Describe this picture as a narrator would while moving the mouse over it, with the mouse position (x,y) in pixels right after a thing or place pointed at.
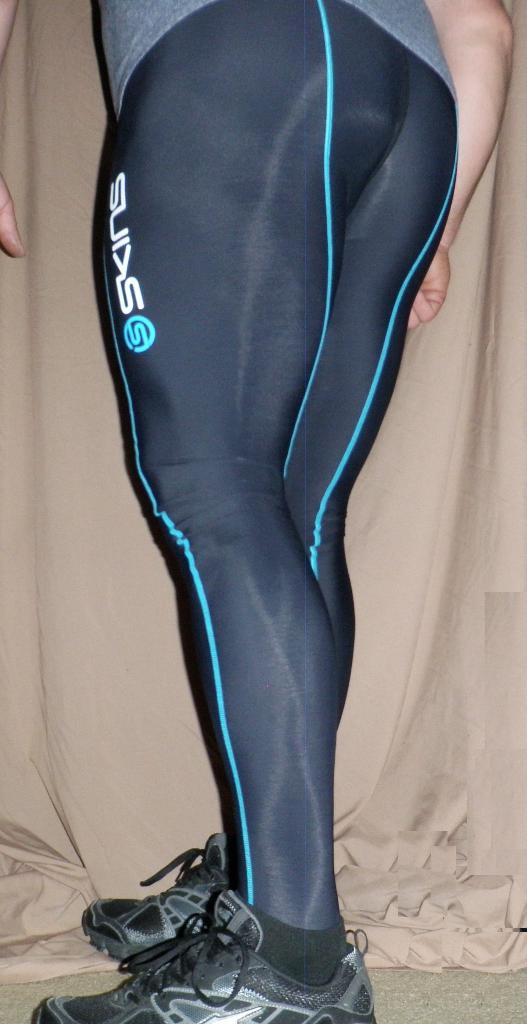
In this image we can see a person (292,534) and the person (199,456) is wearing shoes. Behind the person (199,456) we can see a cloth (189,710).
